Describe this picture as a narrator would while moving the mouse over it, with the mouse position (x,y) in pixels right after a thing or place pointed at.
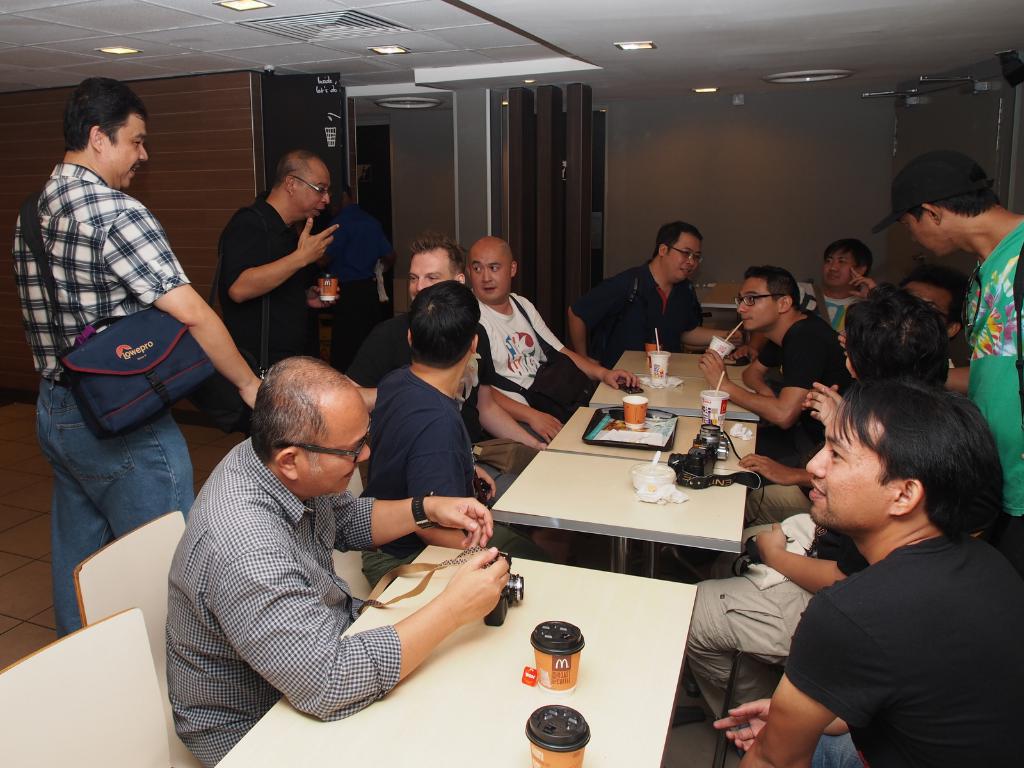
There is a group of people (620,375). Some people (491,437) are sitting in a chair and some persons (383,235) are standing. On the left side (129,230) we have a check shirt person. His standing and his wearing bag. There is a table (633,372). There is a cup (714,392), glass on a table (630,356).
